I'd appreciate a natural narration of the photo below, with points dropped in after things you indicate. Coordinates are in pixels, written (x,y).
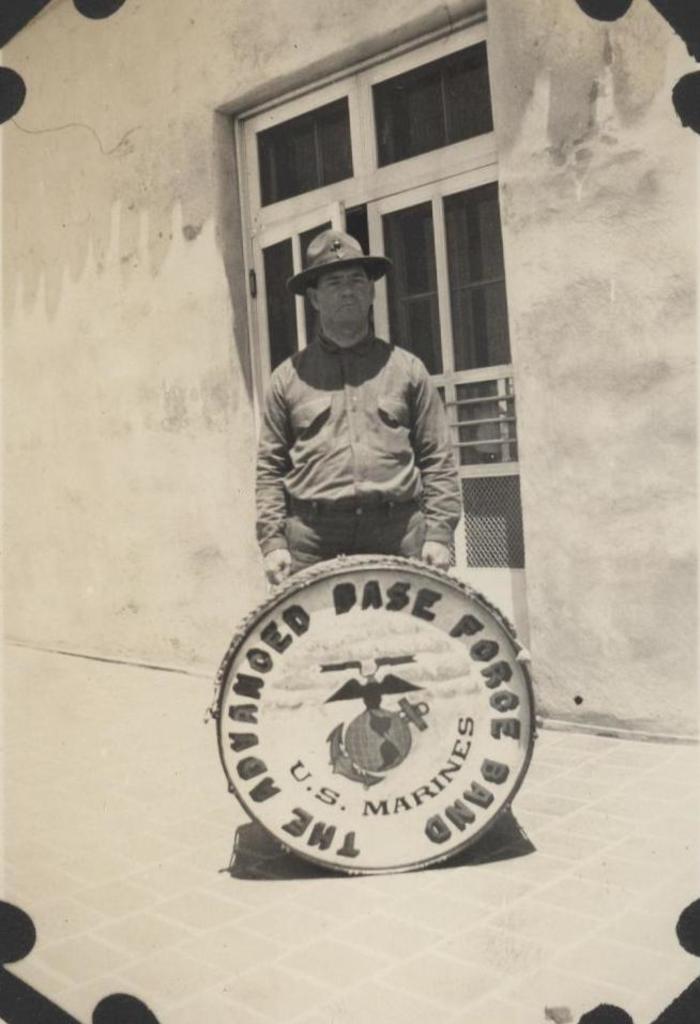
In this picture we can see a person (422,488), in front of him we can see an object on the ground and in the background (205,427) we can see a wall (88,351), window (493,476).
